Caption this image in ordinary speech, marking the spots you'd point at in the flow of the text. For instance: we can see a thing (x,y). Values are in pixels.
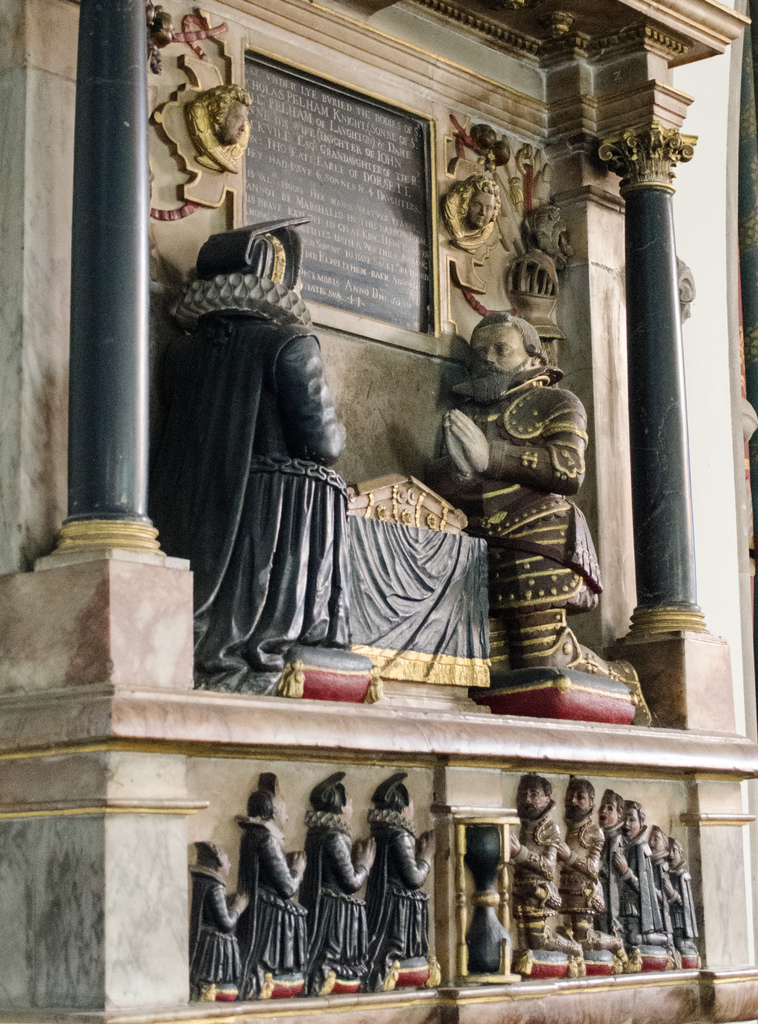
In this picture I can see the statues (303,403) on the wall (414,787). At the top (322,130) I can see the black stone (294,174) and something is written on it. On the right (664,416) and left I can see the green color pillars (633,396).
